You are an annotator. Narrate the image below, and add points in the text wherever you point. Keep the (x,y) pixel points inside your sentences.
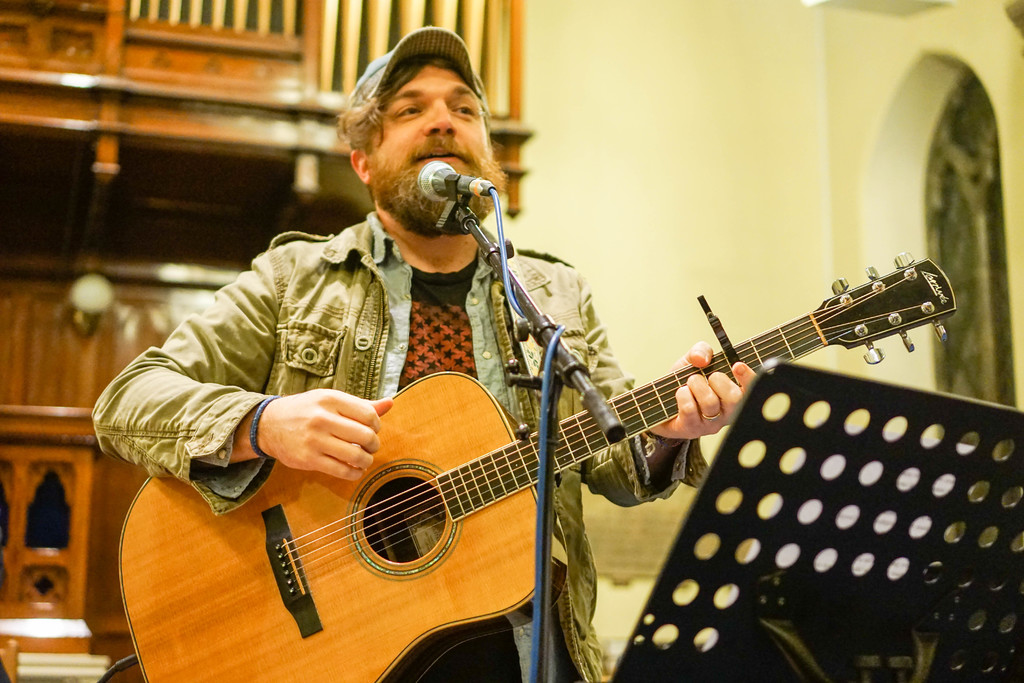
In this image there is a man (367,320) standing. He is singing and playing guitar (394,558) as well. In front of him there is a microphone (462,190) and its stand (550,407). To the below right corner (865,513) there is a book holder (863,543). In the background (653,143) there is wall (631,113).
